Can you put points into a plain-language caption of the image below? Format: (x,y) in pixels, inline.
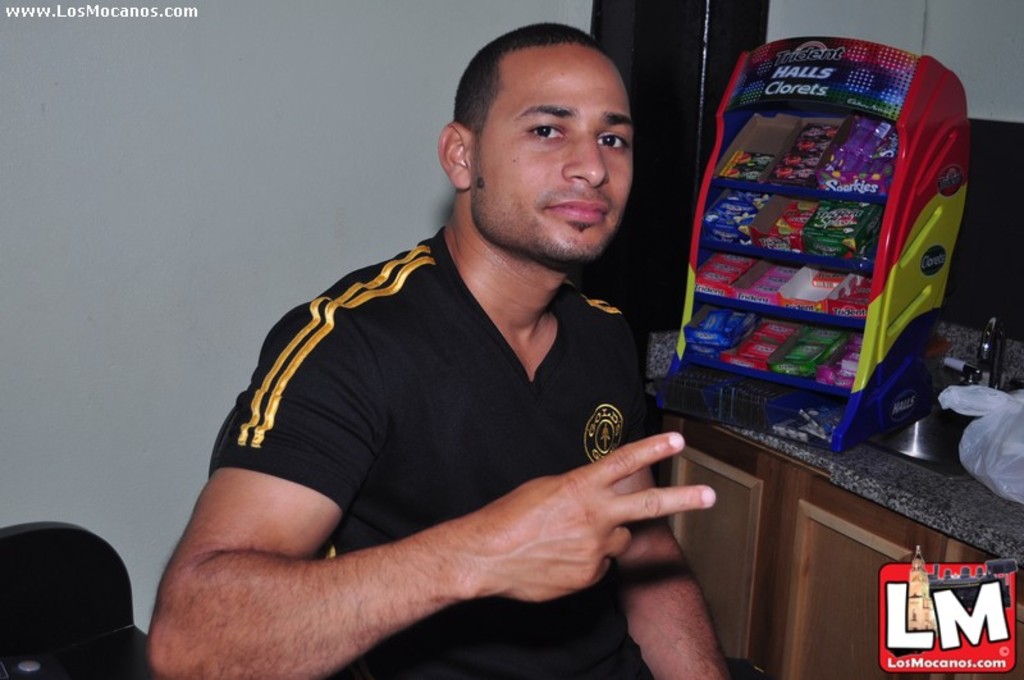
In this image there is a man (366,516) sitting. Behind him there is a wall (110,181). Beside him there is a platform (916,466). There is a sink (939,446) to the platform (978,343). Near to the sink (932,421) there is a tap (984,356). Beside the sink (930,457) there is a cover (975,462). On the other side of the sink (913,438) there is a rack (762,185). There are food packets (784,214) on the rack (799,191). In the bottom right (922,585) there is a logo (964,647) on the image.
